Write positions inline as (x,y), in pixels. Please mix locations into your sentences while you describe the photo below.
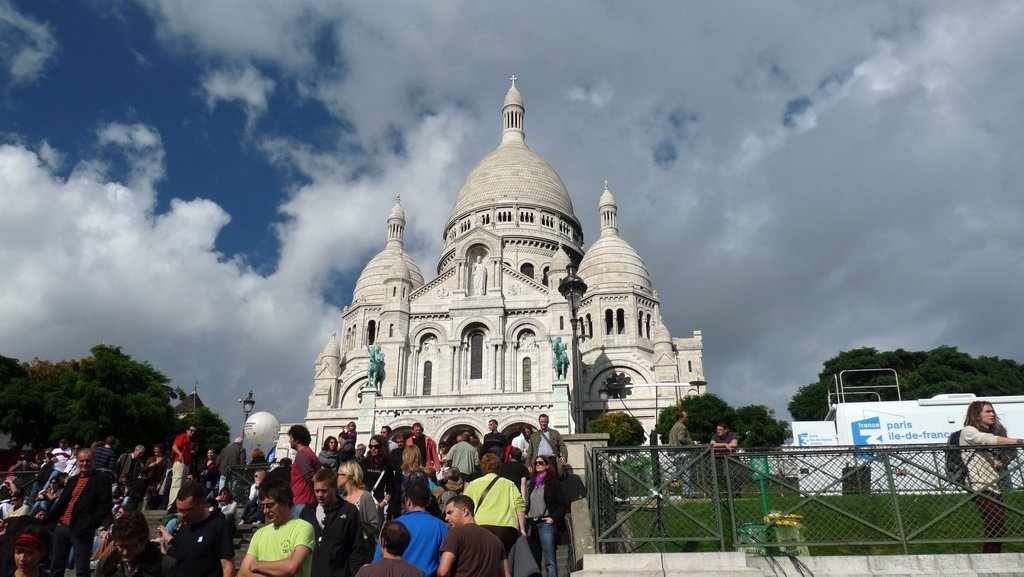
This image consists of a building (435,321) in the middle (477,360). There are some persons (441,481) at the bottom (193,567). There are trees (84,376) in the middle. There is sky (444,121) at the top (390,61).
